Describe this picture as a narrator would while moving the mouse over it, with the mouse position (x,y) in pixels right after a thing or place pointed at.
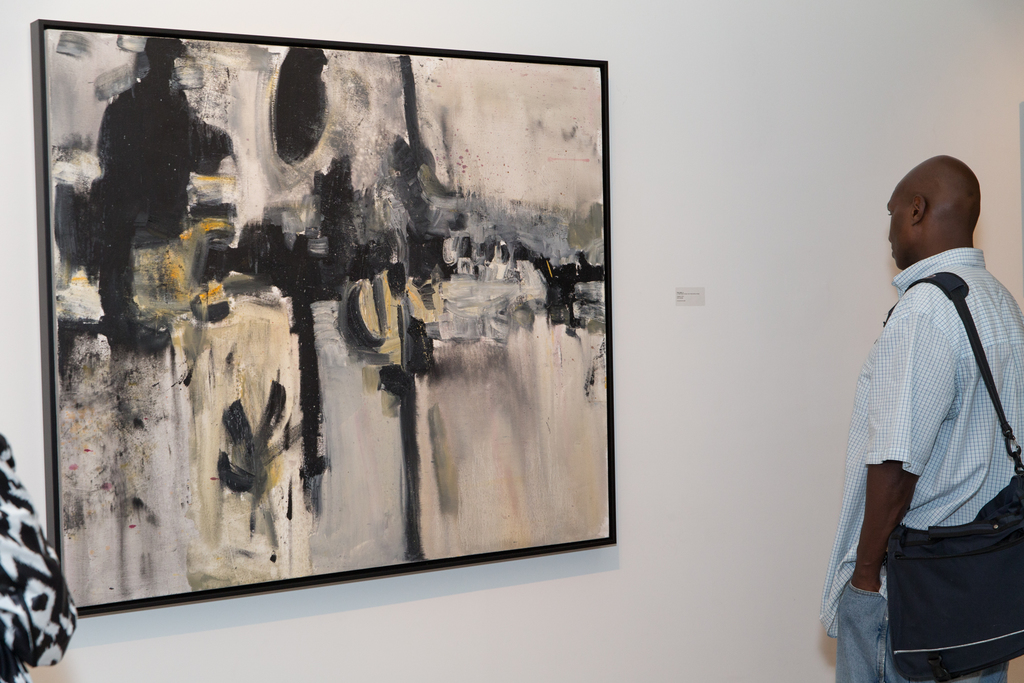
In this image, we can see a person (890,370) standing and wearing a bag (988,515) and there is an other person (25,612) and we can see a frame (472,268) on the wall (662,368).
